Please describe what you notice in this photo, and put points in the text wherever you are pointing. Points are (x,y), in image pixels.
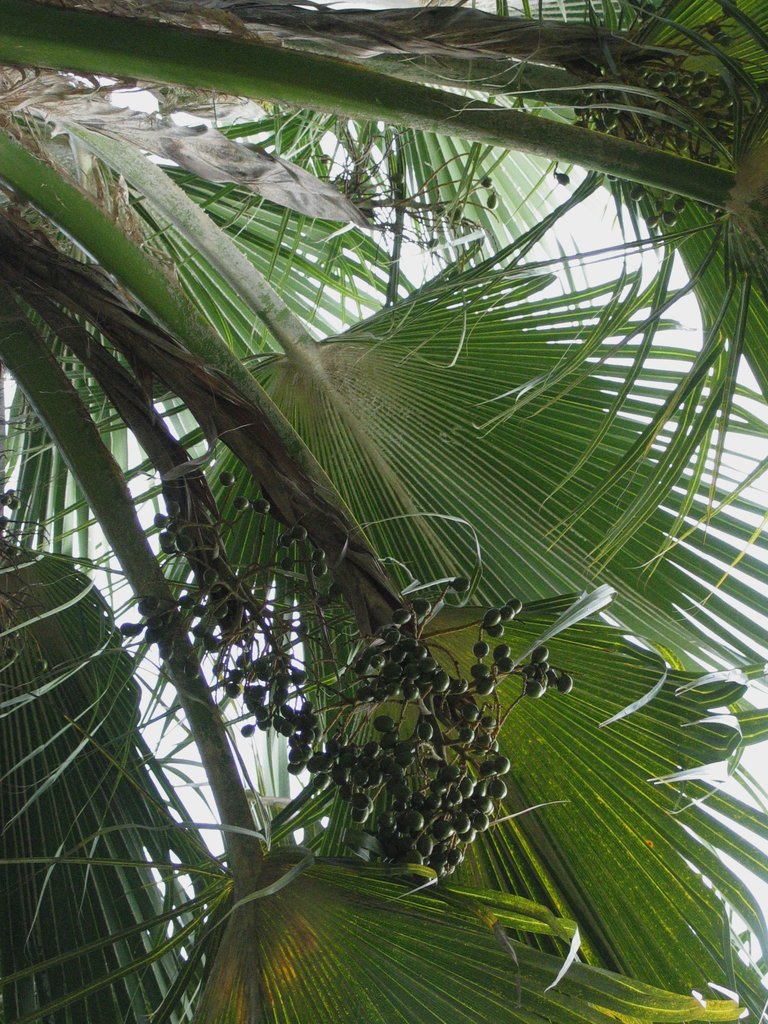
In the picture we can see a tree (468,841) with huge leaves (402,982) and some small fruits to it.
